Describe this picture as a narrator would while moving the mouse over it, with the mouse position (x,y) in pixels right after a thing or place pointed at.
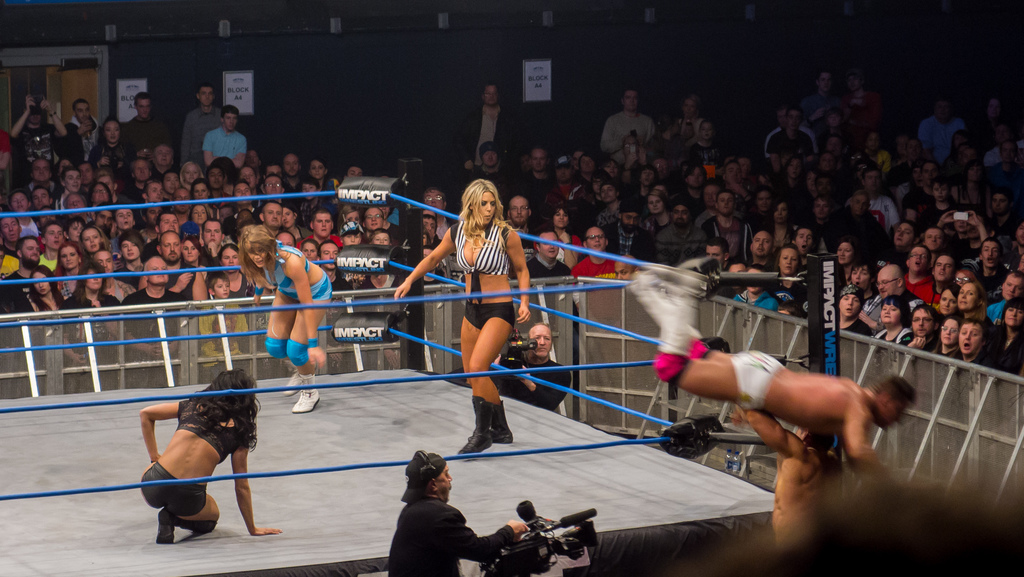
In this picture I can observe three women (276,337) inside the wrestling ring (343,254). In the bottom of the picture (449,473) I can observe cameraman (419,528). In the background (125,209) I can observe some people (661,195) sitting on the chairs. There are men (1007,287) and women (110,166) in this picture.
